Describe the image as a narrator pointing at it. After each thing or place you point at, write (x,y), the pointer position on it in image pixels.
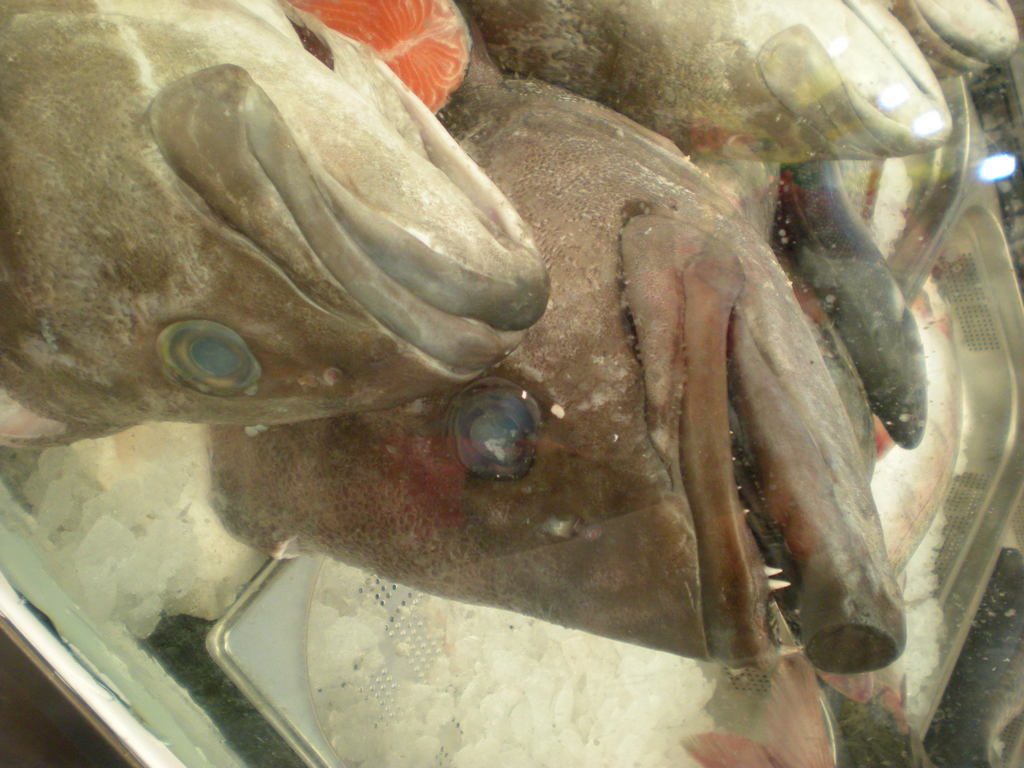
This image is taken indoors. At the bottom of the image (465,662) there are a few trays (308,764) with ice cubes (104,531) in them. In the middle of the image (369,335) there are a few fishes (836,509) and a few fish slices (441,106).
